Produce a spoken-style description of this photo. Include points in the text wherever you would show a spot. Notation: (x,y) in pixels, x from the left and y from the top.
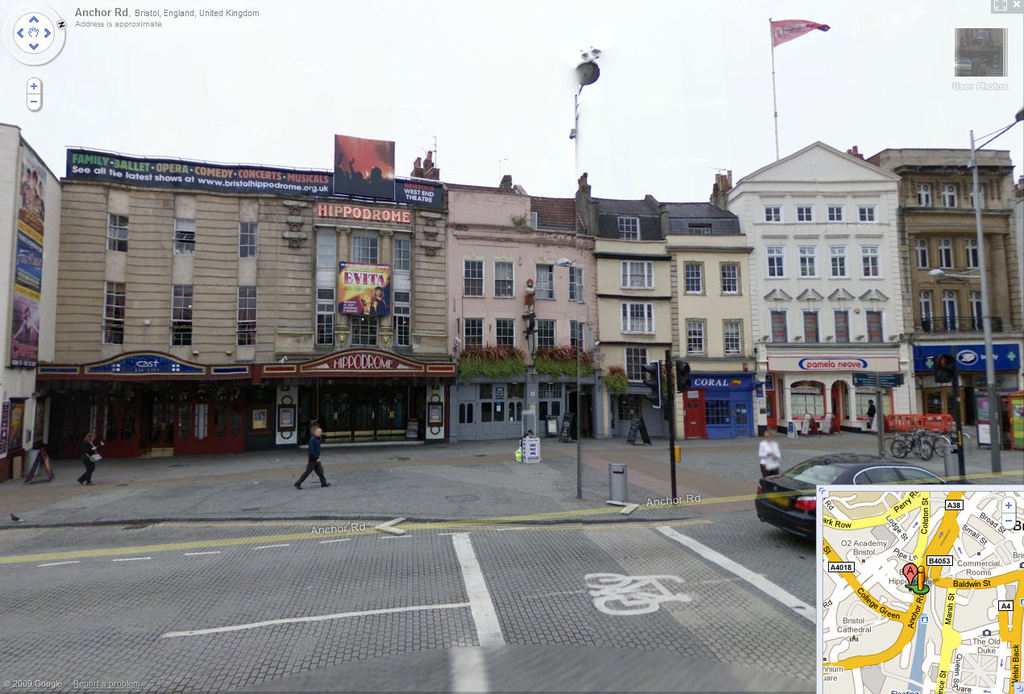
In this picture I can see buildings (463,216) and few boards (388,158) with some text (327,191) and I can see a flag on the building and few poles (671,381) and a pole light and I can see a car (796,514) and few people (763,444) walking and I can see few bicycles (928,440) on the sidewalk (966,437) and I can see map (826,578) at the bottom right corner of the picture (935,650) and I can see a cloudy sky (471,71) and the picture looks like a screenshot.
